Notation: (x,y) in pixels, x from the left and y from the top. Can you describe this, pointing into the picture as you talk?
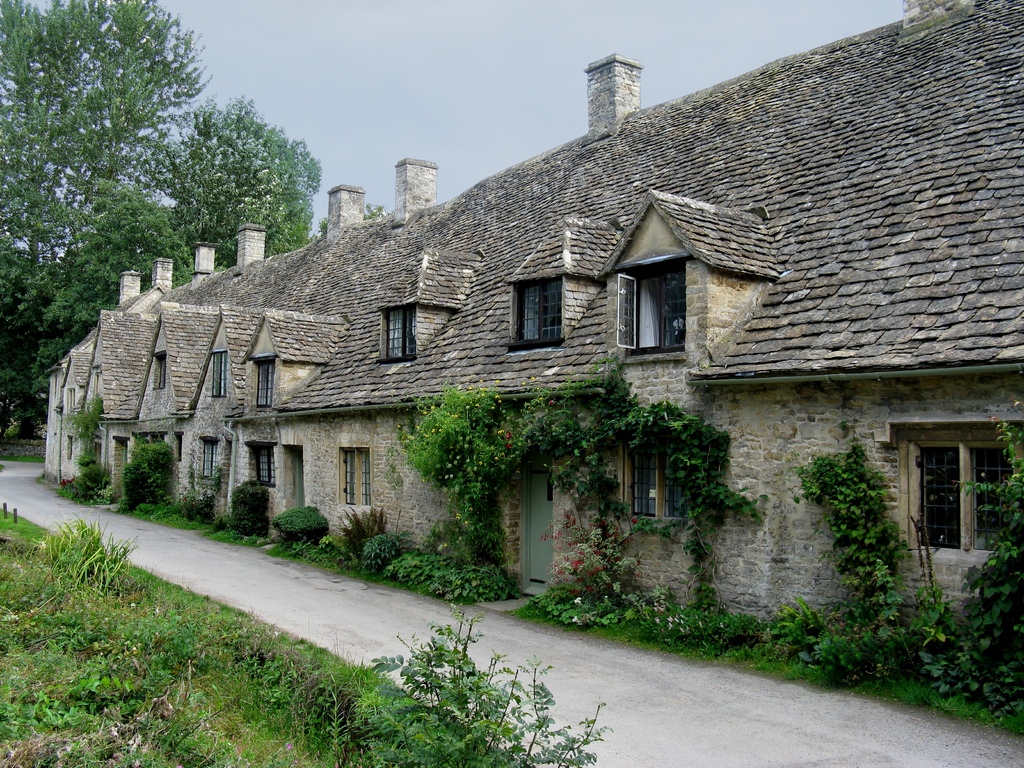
In this image on the left side (109,670) I can see the grass (109,703). I can see the road (313,611). On the right side (727,351), I can see the houses (343,290). I can see the plants (711,531). In the background (161,217), I can see the trees (138,154) and the sky (400,87).
